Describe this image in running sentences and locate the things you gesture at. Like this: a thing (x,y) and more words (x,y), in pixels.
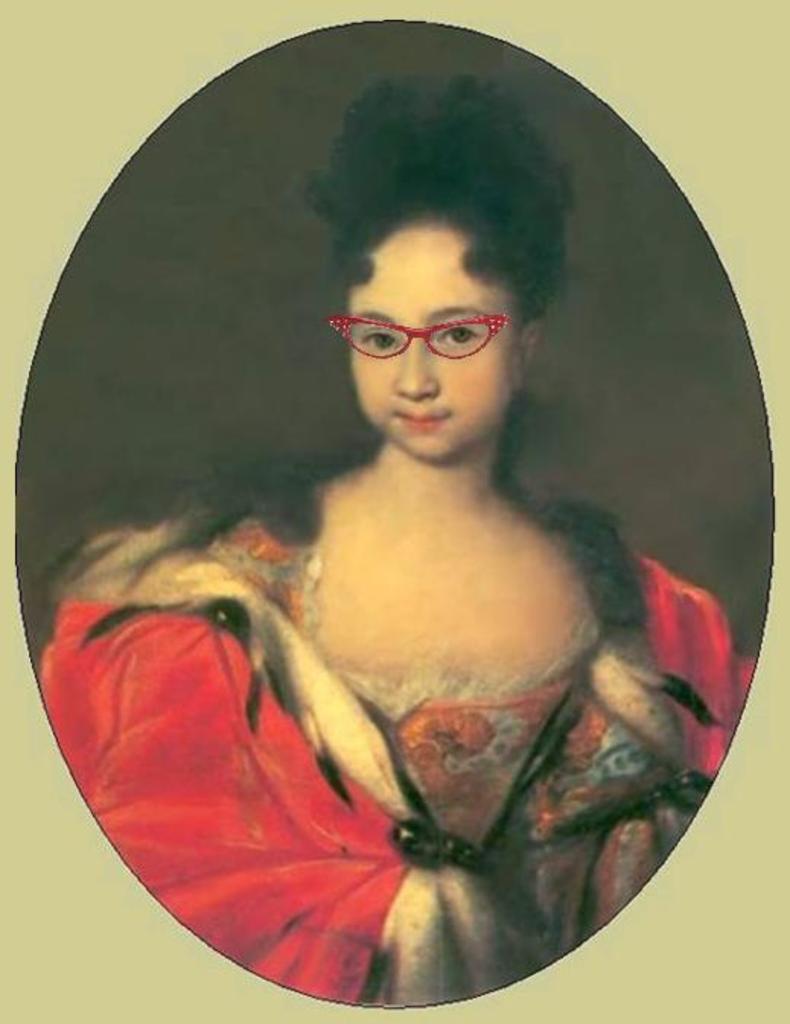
In this picture we can see a painting (668,353) of a girl (402,497) wearing red specs (383,350) and a red traditional dress (668,570).
